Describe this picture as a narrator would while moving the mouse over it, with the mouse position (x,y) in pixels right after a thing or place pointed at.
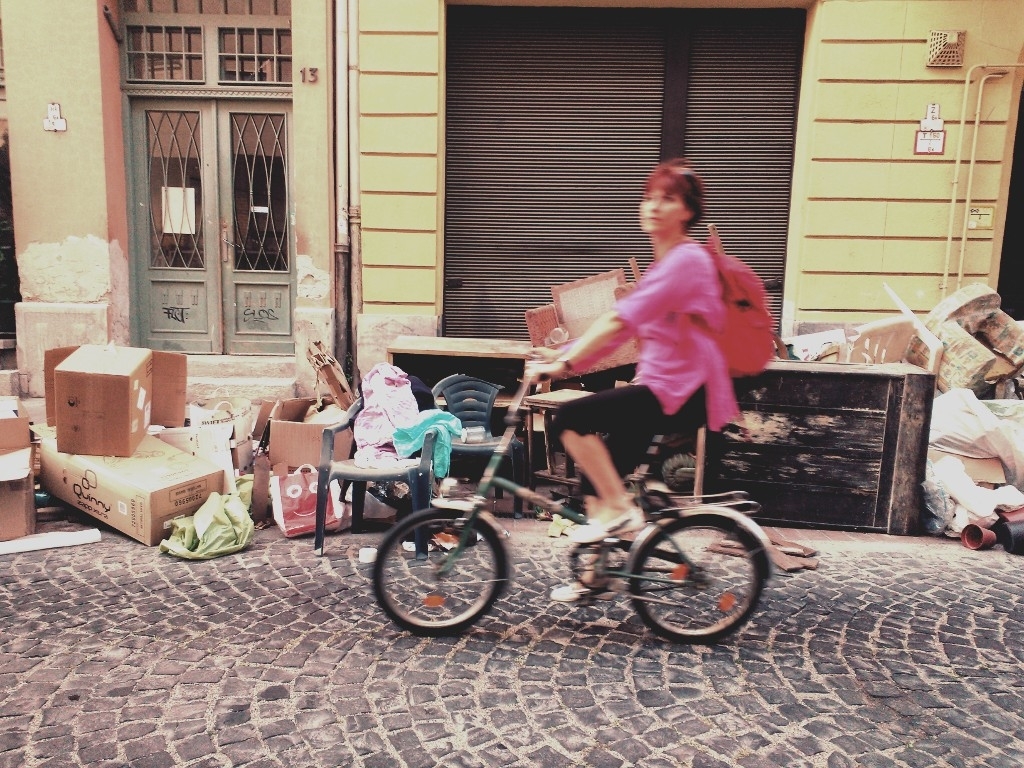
In this image I can see a woman (649,391) riding the bicycle (692,628) on the road (190,698). In the background (179,161) I can see a building (283,180). Also I can see boxes (72,411) and some other objects (962,436) on the floor (923,558).
